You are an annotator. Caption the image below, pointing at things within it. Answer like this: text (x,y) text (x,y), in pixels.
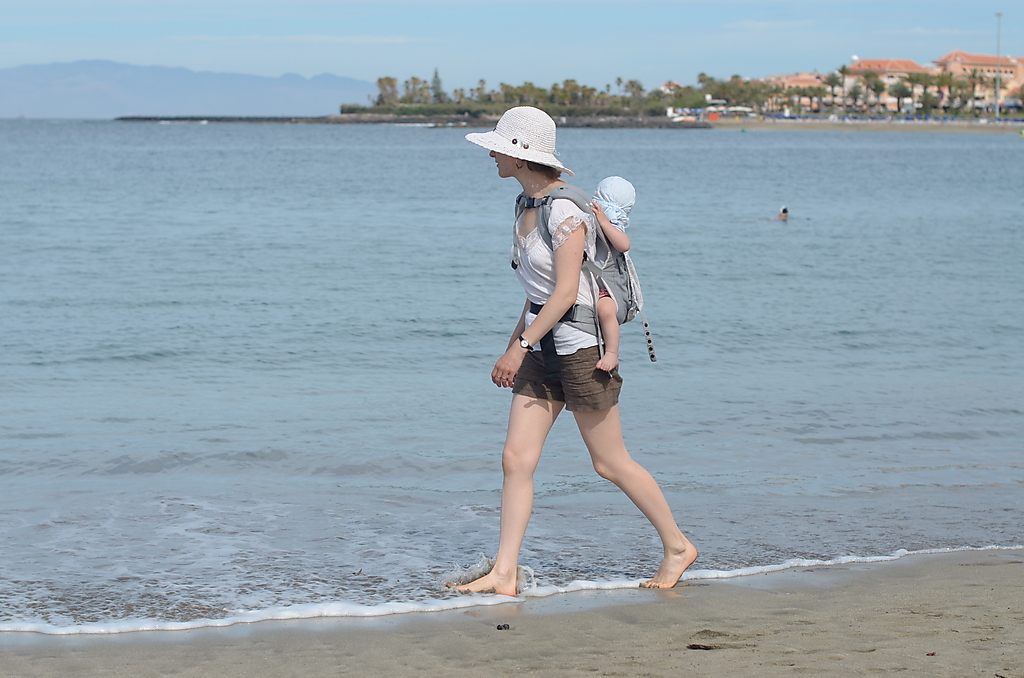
In this image I can see the person (564,383) walking and the person (563,367) is wearing white and brown color dress (566,344) and I can see the baby (599,368) back of the person (577,213). Background (794,232) I can see the water (681,264), trees (950,93) in green color, few buildings (863,89) and the sky (513,56) is in blue color.
